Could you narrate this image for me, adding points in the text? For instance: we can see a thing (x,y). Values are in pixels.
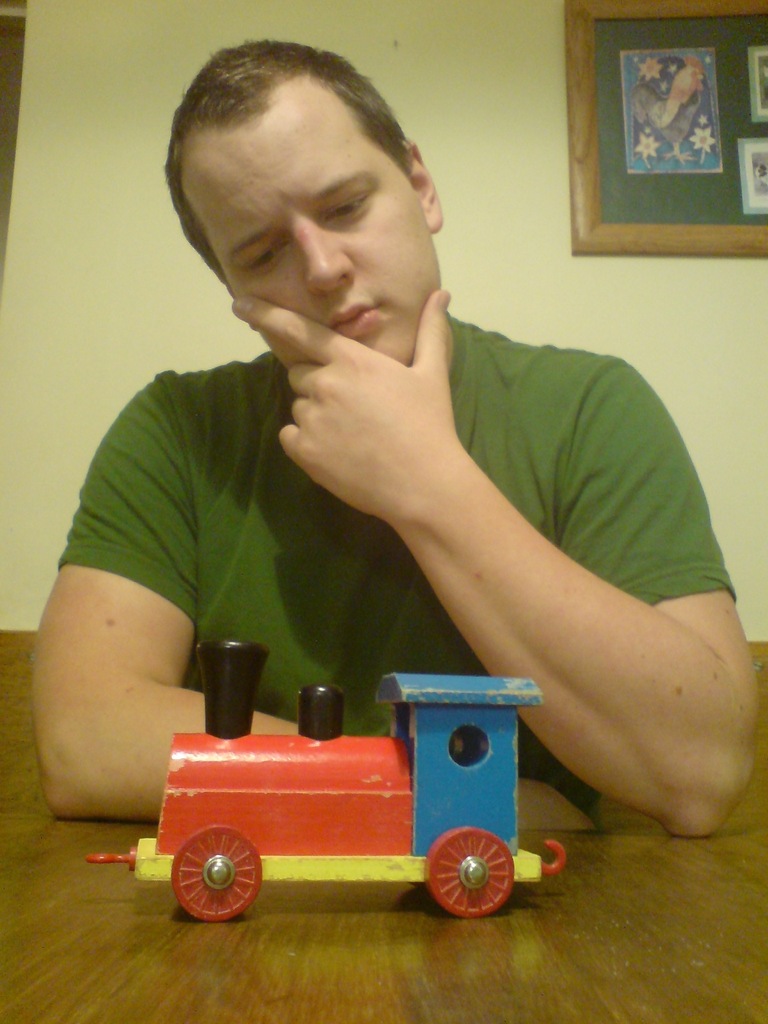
In this picture I can see man (337,527) sitting and I can see a toy train (303,830) on the table (162,993) and I can see a board (615,212) in the back (594,195) on the wall (678,347) and I can see few posts (695,151) on the board (709,225).
